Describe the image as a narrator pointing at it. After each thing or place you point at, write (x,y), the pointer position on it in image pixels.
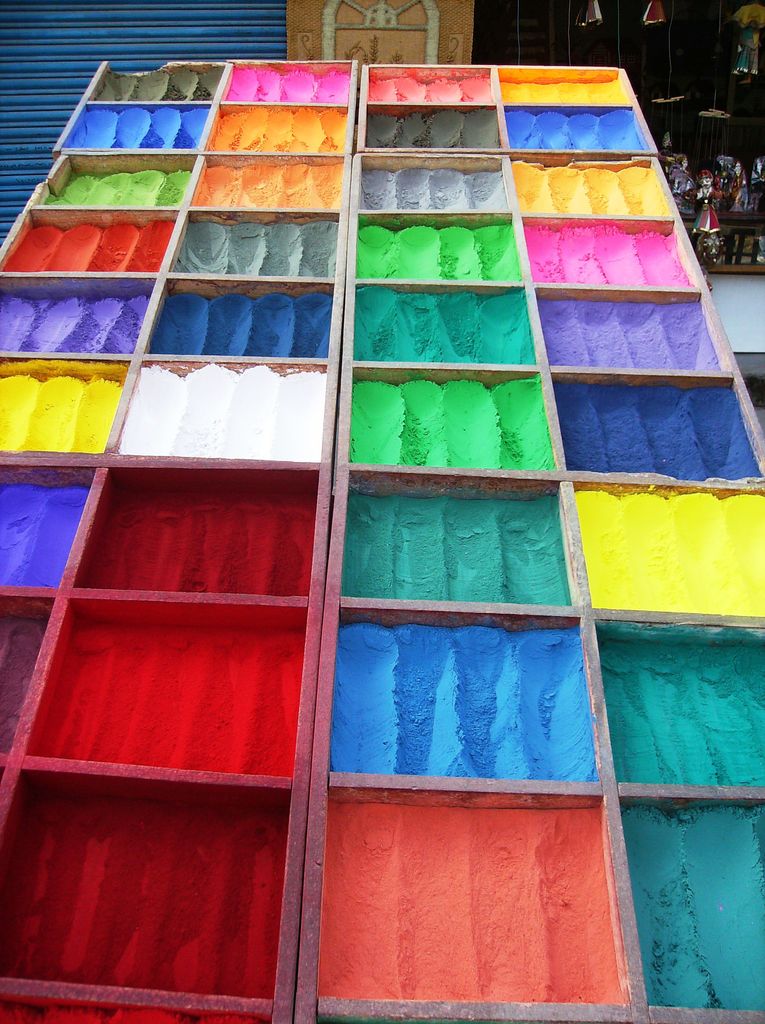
In this picture we can see wooden boxes (496,377), there are some colors (389,196) in these boxes (201,281), in the background (35,61) there is a shutter (114,47).
